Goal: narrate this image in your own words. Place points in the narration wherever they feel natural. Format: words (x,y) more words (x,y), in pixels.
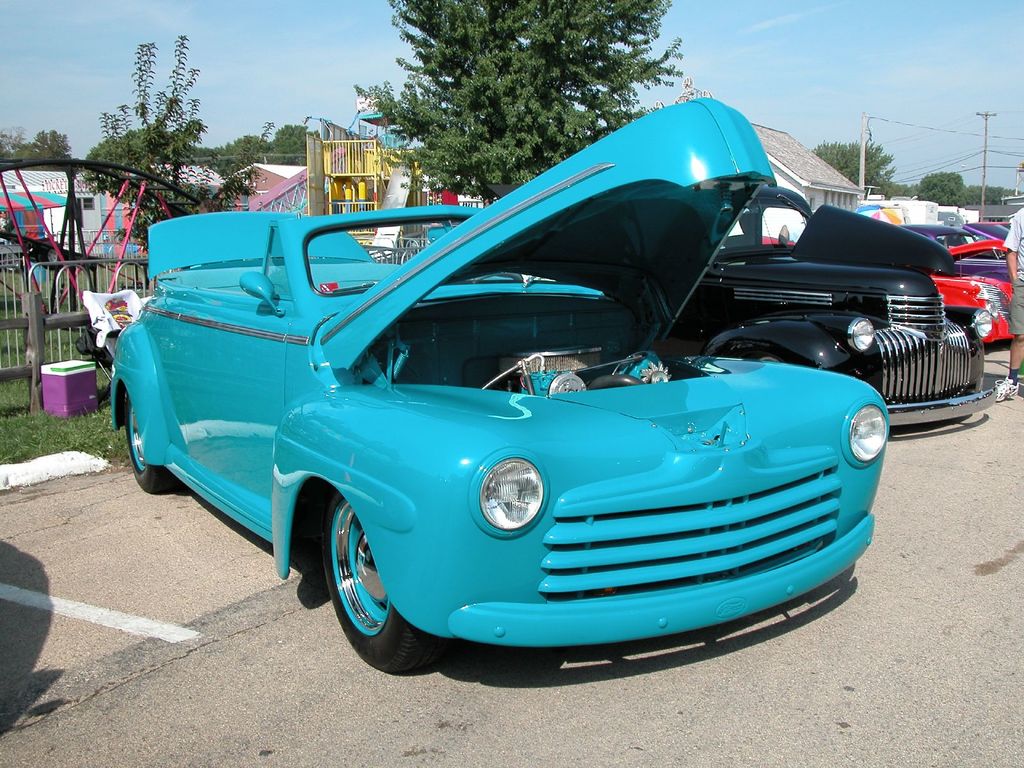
In this image in the front (505,332) there are cars (865,292). In the background (62,295) there are trees (234,145), poles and there is a fence (39,310), there is grass (41,428) on the ground (82,429) and there are buildings (256,183).
